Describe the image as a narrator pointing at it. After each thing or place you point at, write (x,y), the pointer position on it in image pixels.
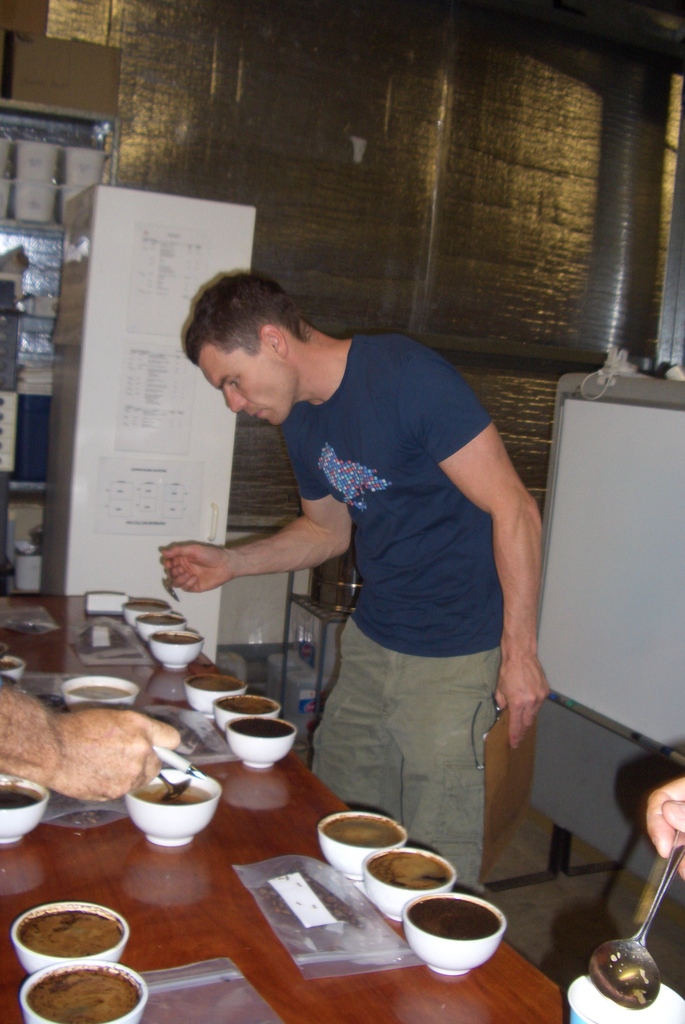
In this image, in the middle (455,436) I can see a person (227,319) standing and there are many cups (11,662) on the table (427,1002) and on the right side (560,526) we can see white board (664,425).
